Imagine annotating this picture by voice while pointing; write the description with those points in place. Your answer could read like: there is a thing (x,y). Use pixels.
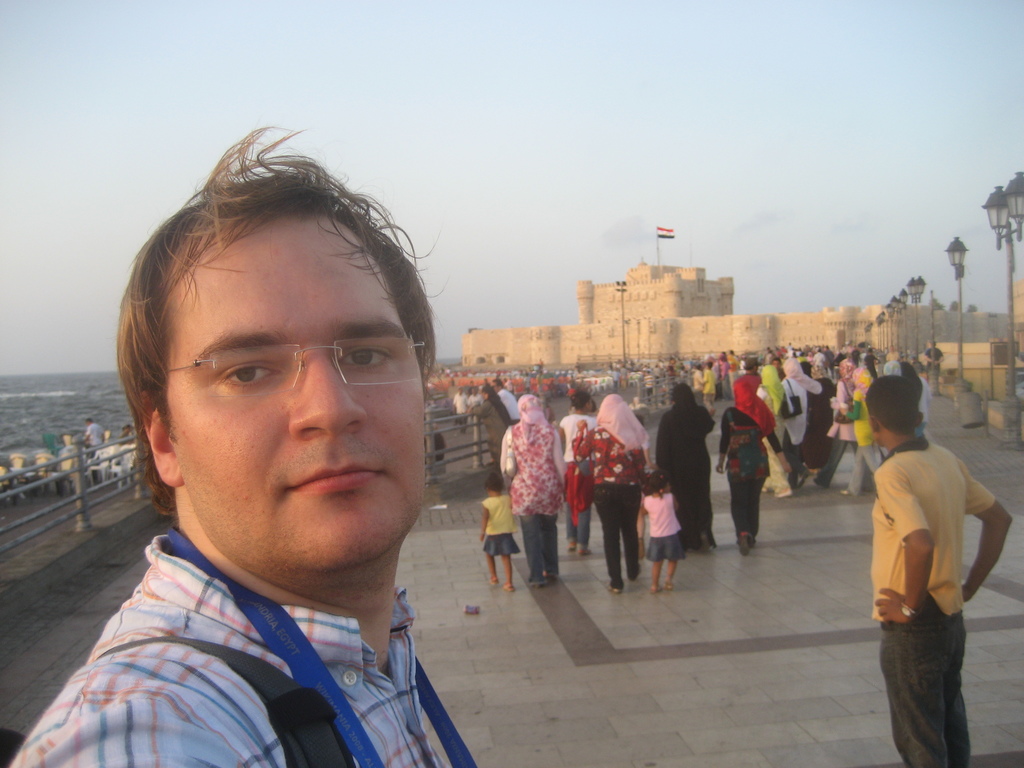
In this image I can see a person (331,452) taking selfie and I can see a crowd of people (686,440) behind him facing towards the back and I can see a building (659,334) or a monument (642,288) with a flag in the center of the image (632,321). I can see sea (76,431). I can see the sky (444,123) at the top of the image (488,88). I can see some pole lights (881,328).
